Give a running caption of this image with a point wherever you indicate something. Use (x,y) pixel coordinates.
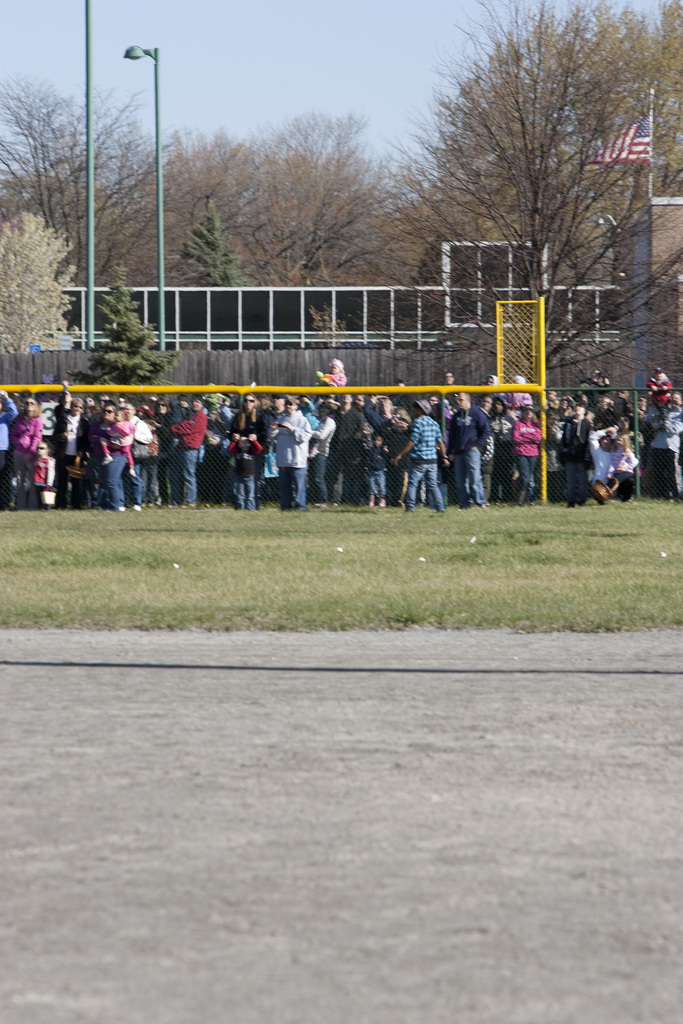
In this image there is the sky (305,62), there are trees (443,182), there are trees (95,186) truncated towards the left of the image (40,183), there are trees (641,54) truncated towards the right of the image (656,72), there is a flag (626,149), there is a wall (405,355) truncated, there are group of persons (418,433) standing, there are persons (668,408) truncated towards the right of the image (669,469), there are persons (65,474) truncated towards the left of the image (14,410), there is a pole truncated towards the left of the image (91,207), there is a pole (88,108) truncated towards the top of the image (86,53), there is a street light (139,54), there is grass (338,537), there is road (196,913) truncated towards the bottom of the image (346,815).
